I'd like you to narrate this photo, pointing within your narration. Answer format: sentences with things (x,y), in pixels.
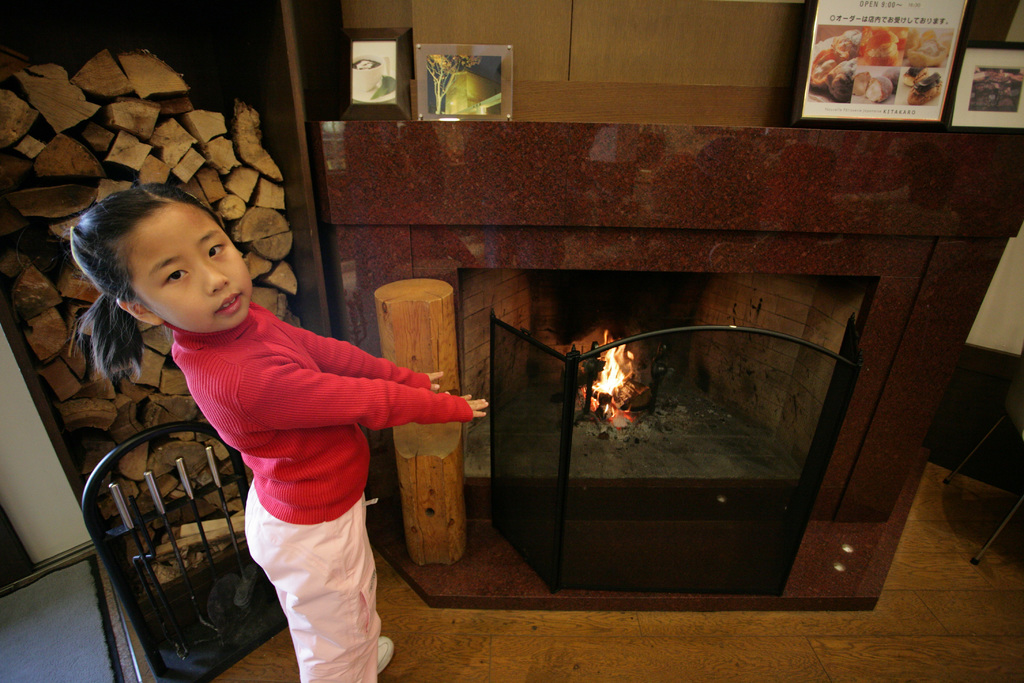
In this image there is a girl (323,454) standing in the center (369,383). In front of the girl (471,408) there is a fireplace (589,410). On the top of the fireplace (638,181) there are frames (432,84) and on the left side (79,140) there are wooden logs (56,195).
